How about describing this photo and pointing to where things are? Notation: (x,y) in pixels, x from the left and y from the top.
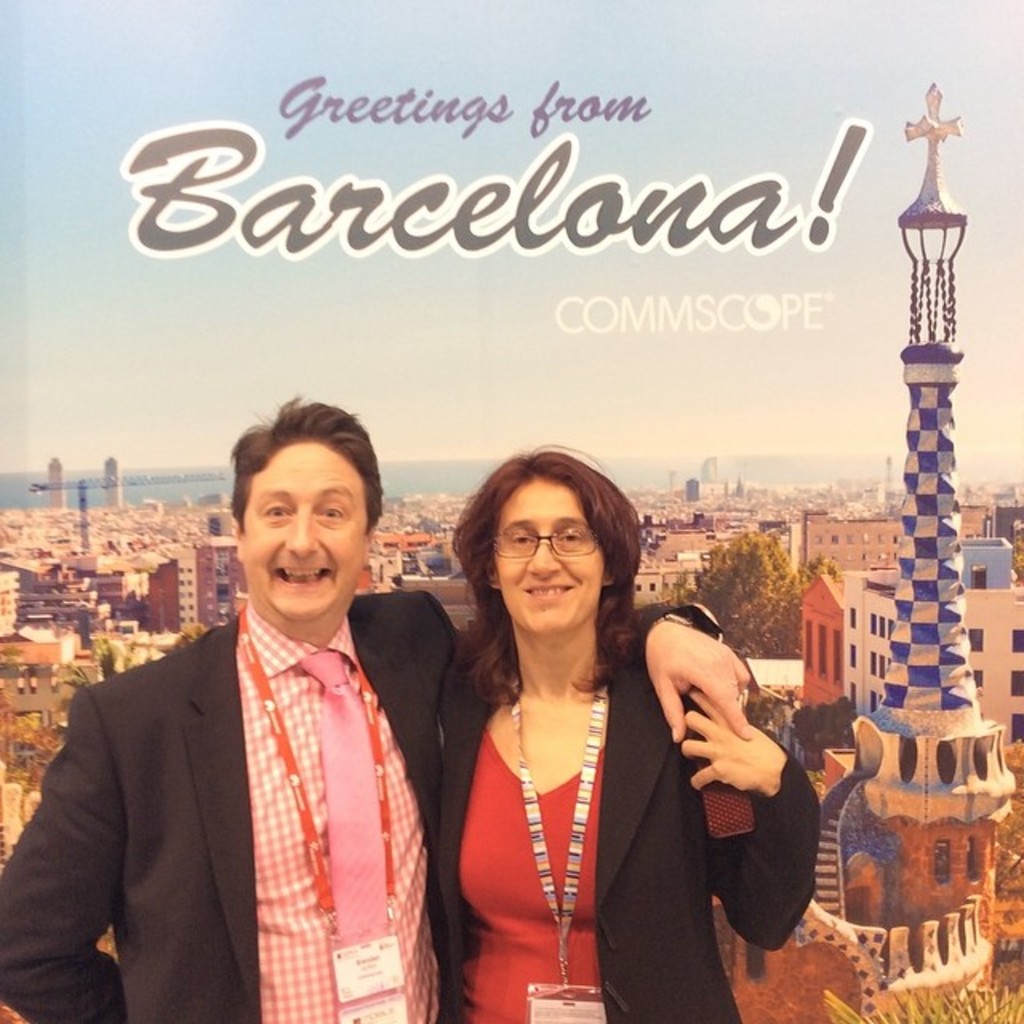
At the left side of the image (187,824) there is a man (187,824) with black jacket (221,717), pink and white checks shirt (309,765) and a pink tie (330,796) is standing. Beside him there is a lady (659,809) with black jacket (610,768) and red top (513,878) is standing. Behind them there is a poster (773,588) with buildings (60,510), poles (953,335) and trees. At the top of the poster (402,88) there is something written on it.
